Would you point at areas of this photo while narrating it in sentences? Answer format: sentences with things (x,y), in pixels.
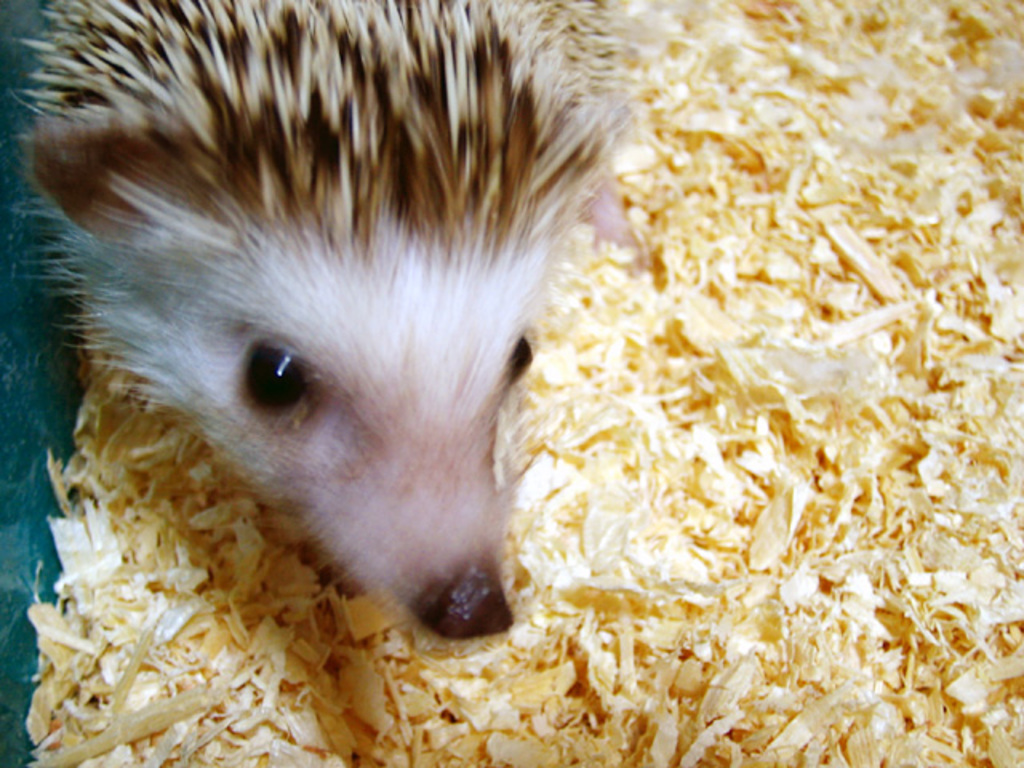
In this image we can see an animal (429,272). We can see the wooden sawdust (790,472) in the image.
